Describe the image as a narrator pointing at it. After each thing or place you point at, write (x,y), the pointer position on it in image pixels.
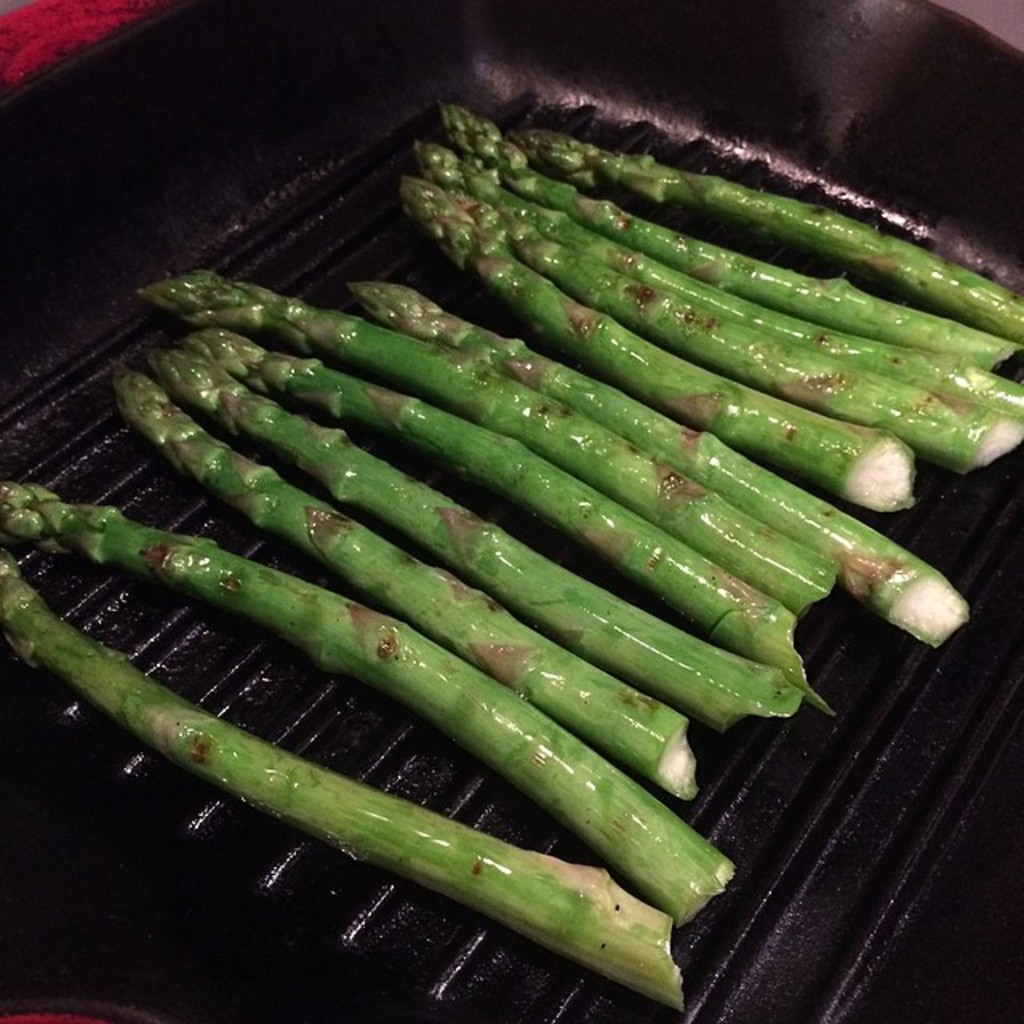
In this image in front (657,871) there is a food item (430,494) on the black color surface (787,859).
